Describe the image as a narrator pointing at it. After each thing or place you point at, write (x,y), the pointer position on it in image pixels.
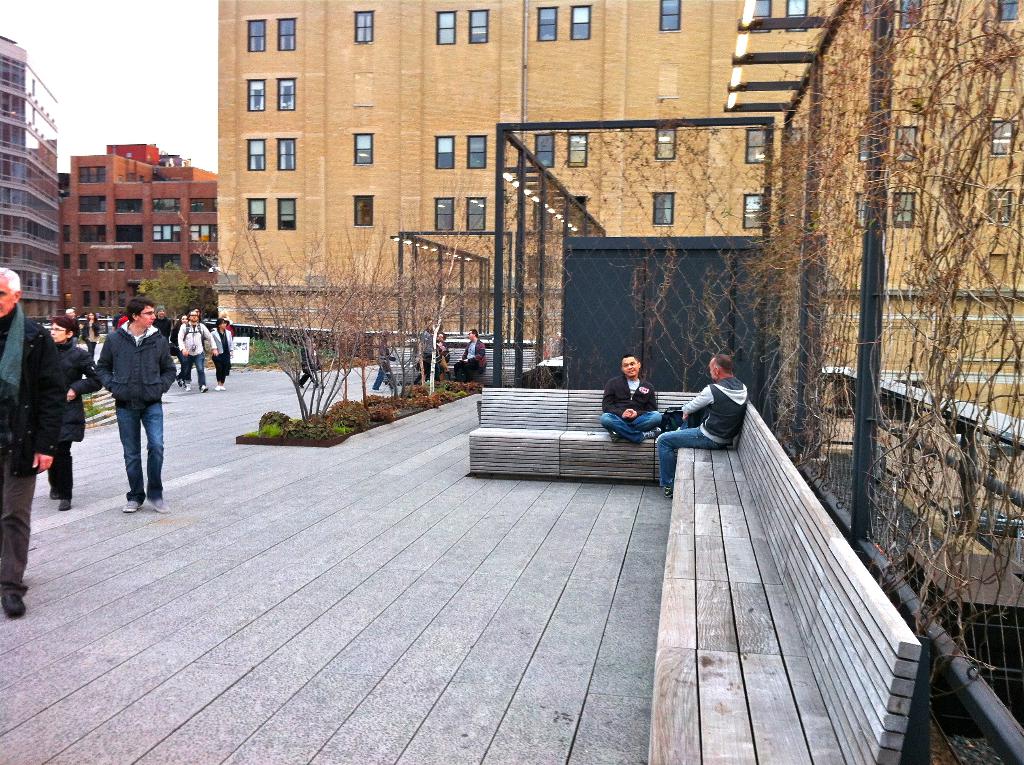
In this picture we can see a group of people (3,276) where some are walking on road (198,411) and some are sitting on benches (696,461) and in background (490,75) we can see wall (395,26) building (433,28) with windows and trees (280,278).
